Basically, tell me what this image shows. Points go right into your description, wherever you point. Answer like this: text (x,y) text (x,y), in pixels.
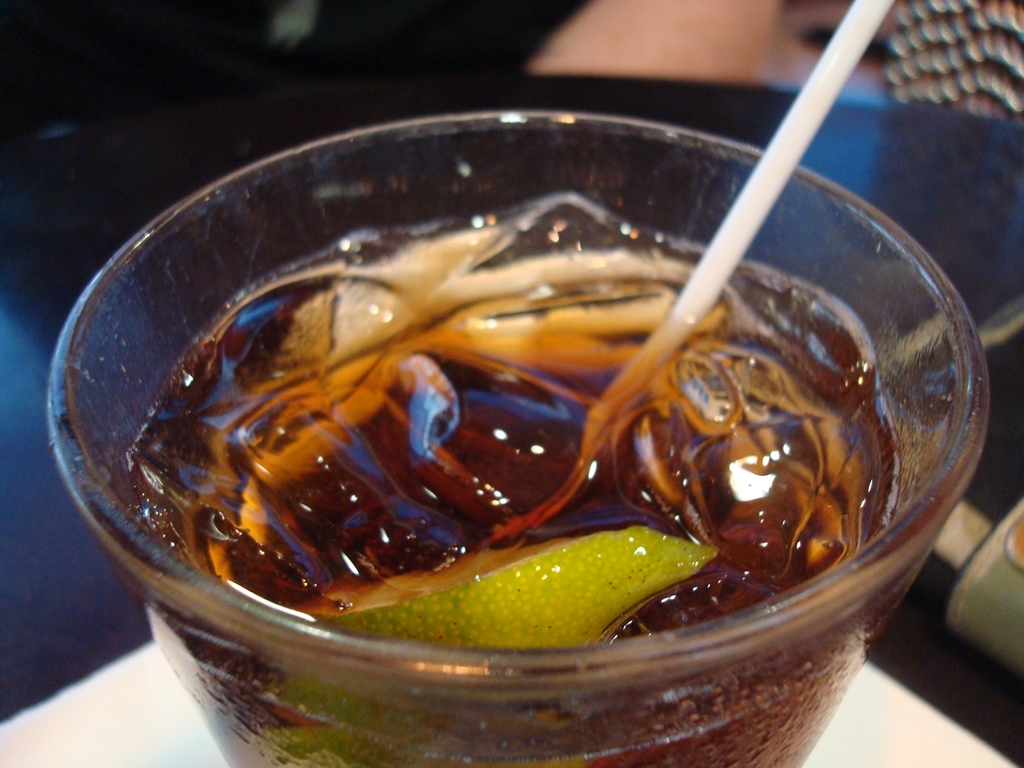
There is a glass (184,608) with some drink (506,470). In that there is a straw (657,352). And the glass (274,636) is on a white surface (864,702).
